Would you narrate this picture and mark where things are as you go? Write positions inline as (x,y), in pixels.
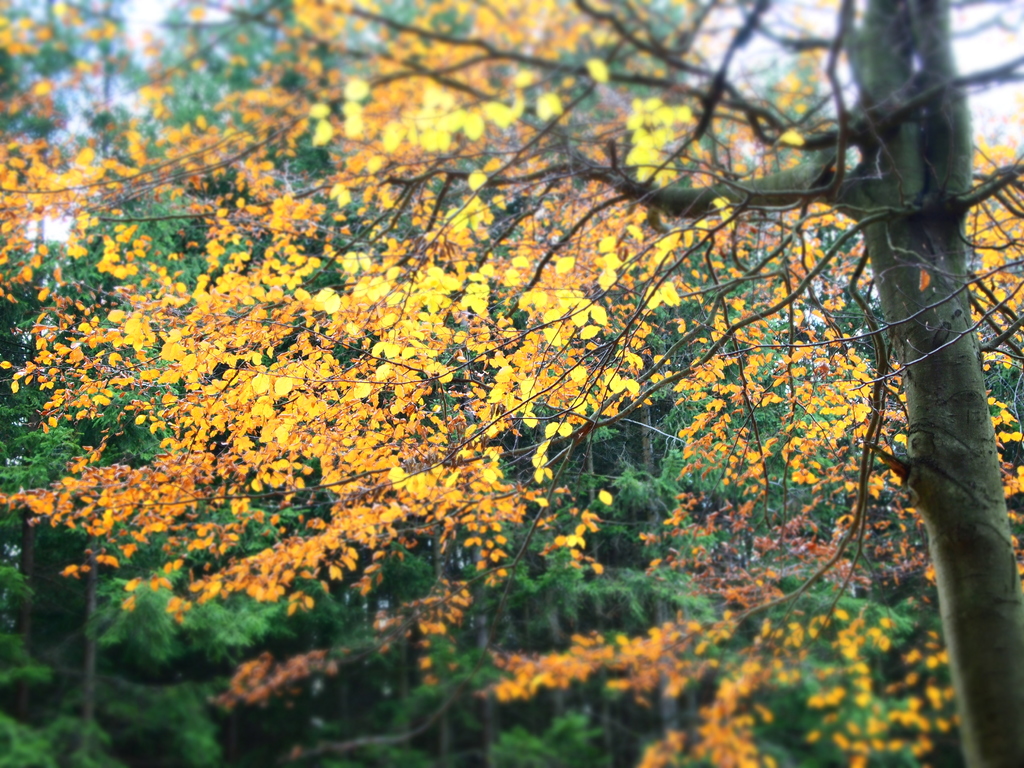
In the center of the image (370,402) we can see the sky (794,27), trees (1007,567) etc.
